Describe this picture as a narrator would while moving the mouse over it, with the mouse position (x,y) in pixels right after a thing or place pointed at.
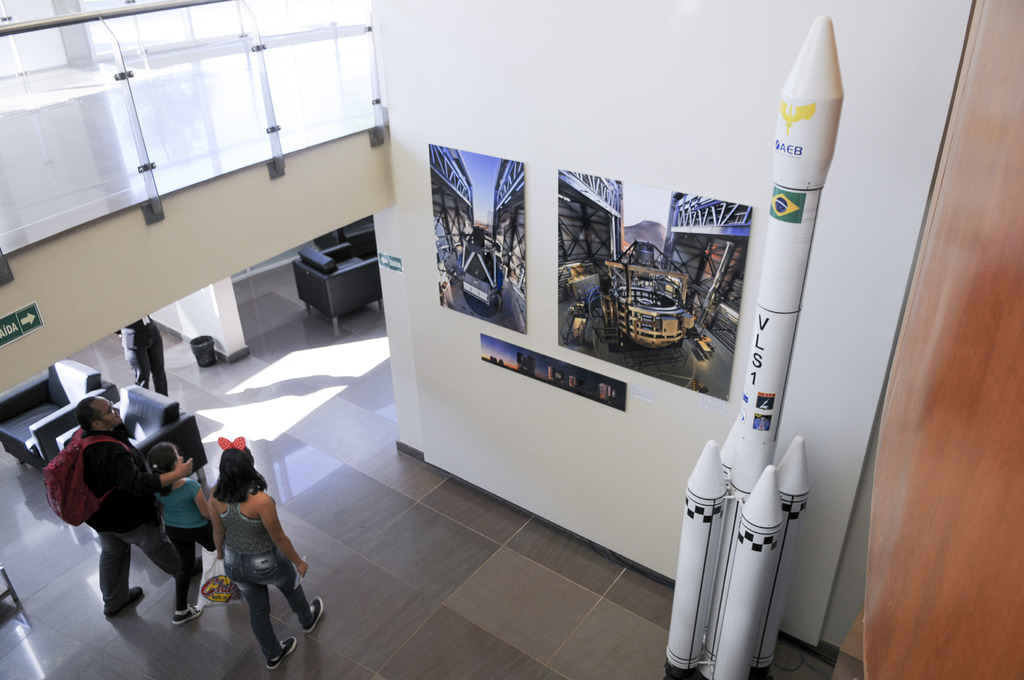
In this image we can see people (249,558) walking on the floor (425,571). There is a wall (591,60) with posters (480,255). There is a depiction of a rocket (798,495) to the right side of the image (765,520) and there is a wooden wall (967,297). At the bottom of the image (416,648) there is floor (121,622). There are chairs (341,253).
